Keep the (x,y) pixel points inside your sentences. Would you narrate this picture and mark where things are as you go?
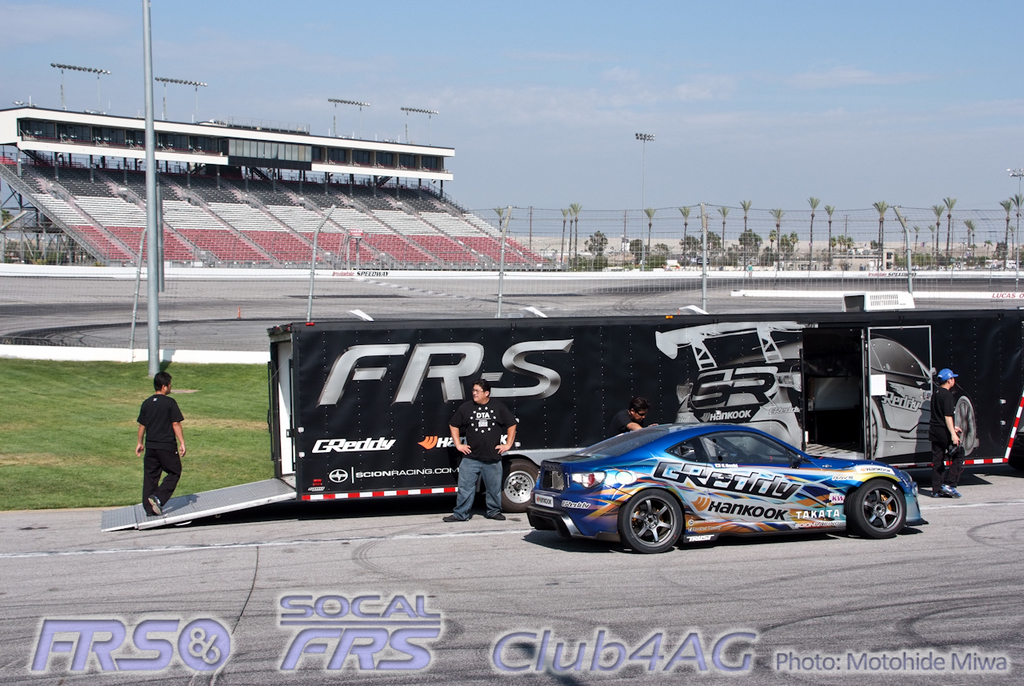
In the foreground (932,464) I can see two vehicles (529,502) and four persons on the road (530,543) and a text (332,372). In the background (188,248) I can see a stadium (509,266), light poles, trees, seats (195,215) and the sky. This image is taken may be near the ground (120,282) during a day.
